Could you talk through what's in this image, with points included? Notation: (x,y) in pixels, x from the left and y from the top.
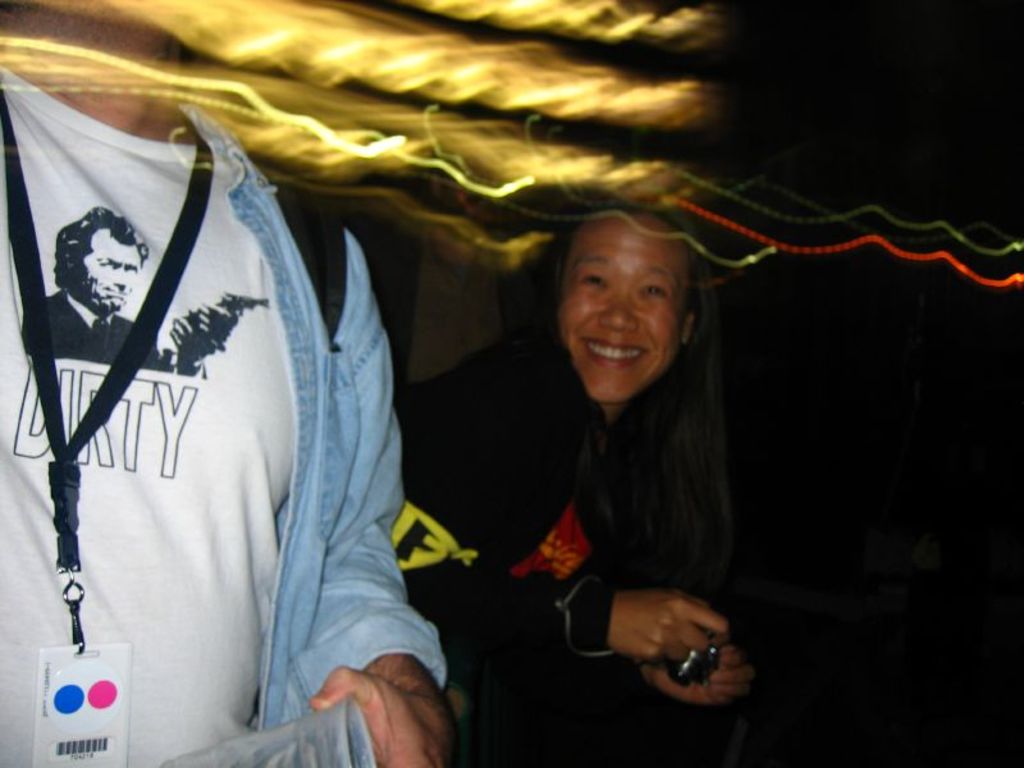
In this picture there is a woman (566,762) smiling. On the left side of the image (224,728) there is a person (103,637) with white t-shirt (233,451) and there is a picture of a person (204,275) and there is text (185,430) on the t-shirt (271,514). At the back (969,126) there is a wall (532,254). At the top (493,6) there are light rays (462,174).
